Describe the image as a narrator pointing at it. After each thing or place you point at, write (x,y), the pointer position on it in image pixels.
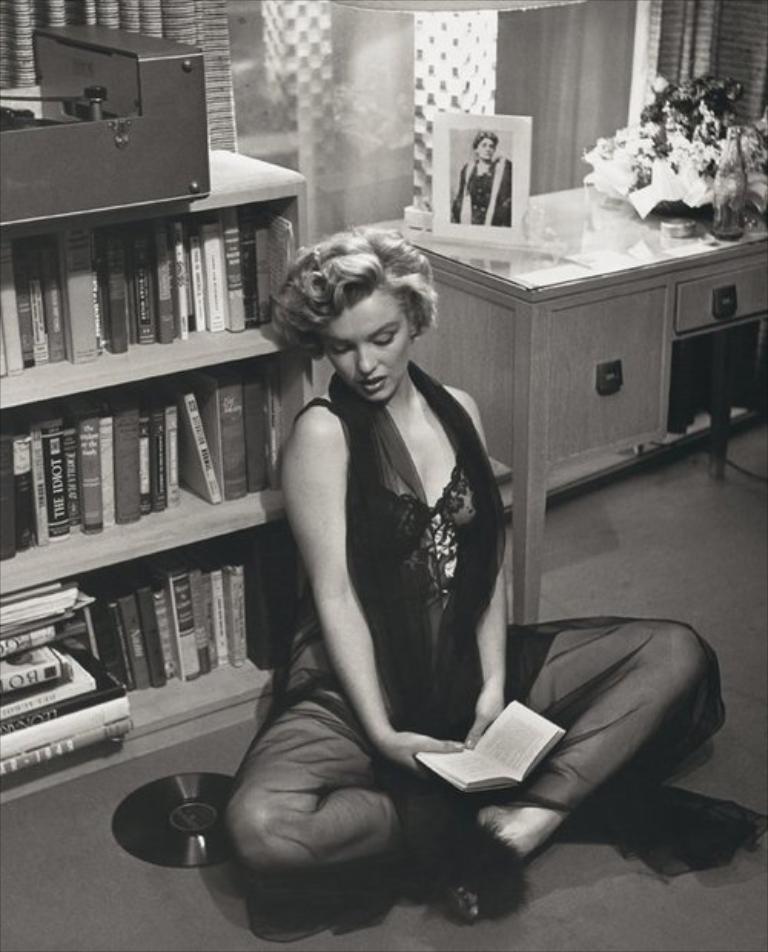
In the middle of the image (428,618) a woman (527,667) is sitting and holding a book (550,735). Behind her there is a bookshelf (231,159) and table (729,320), on the table (762,303) there is a frame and there are some flowers (695,94) and bottle (728,205).
